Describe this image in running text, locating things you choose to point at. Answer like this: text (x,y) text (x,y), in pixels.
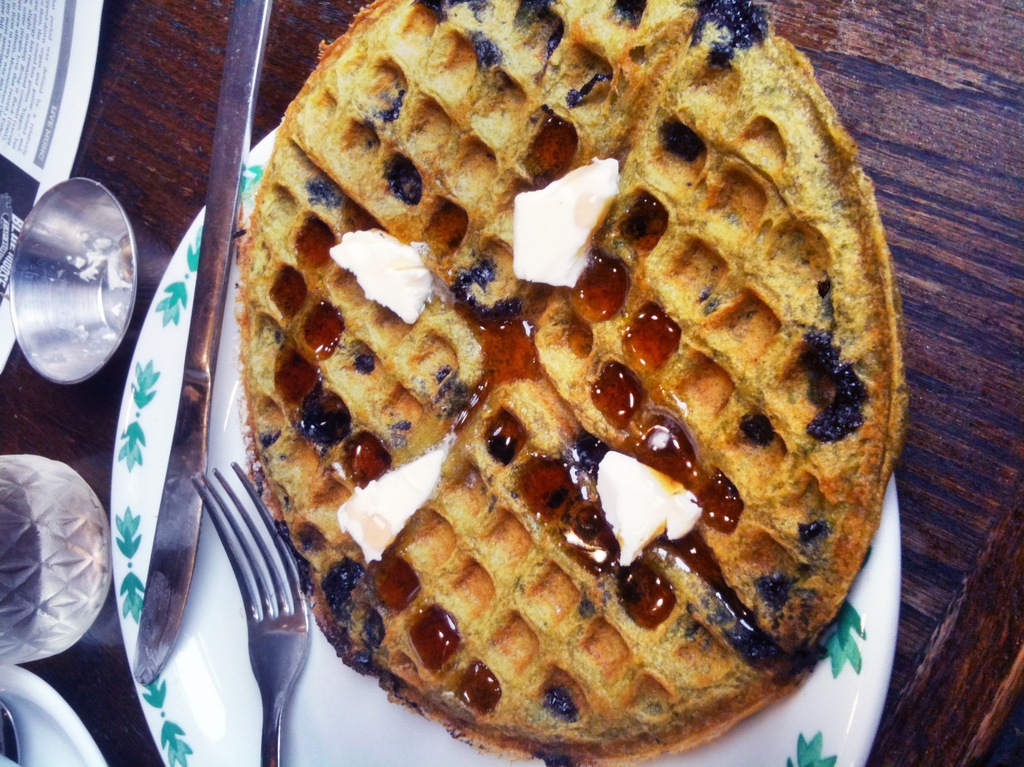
In the center of the image (485,488) we can see a plate (152,414) which has a waffle (475,452), fork (276,568) and knife (193,406). On the left side of the image (33,551) we can see glass (51,537) and a bowl (112,286).
